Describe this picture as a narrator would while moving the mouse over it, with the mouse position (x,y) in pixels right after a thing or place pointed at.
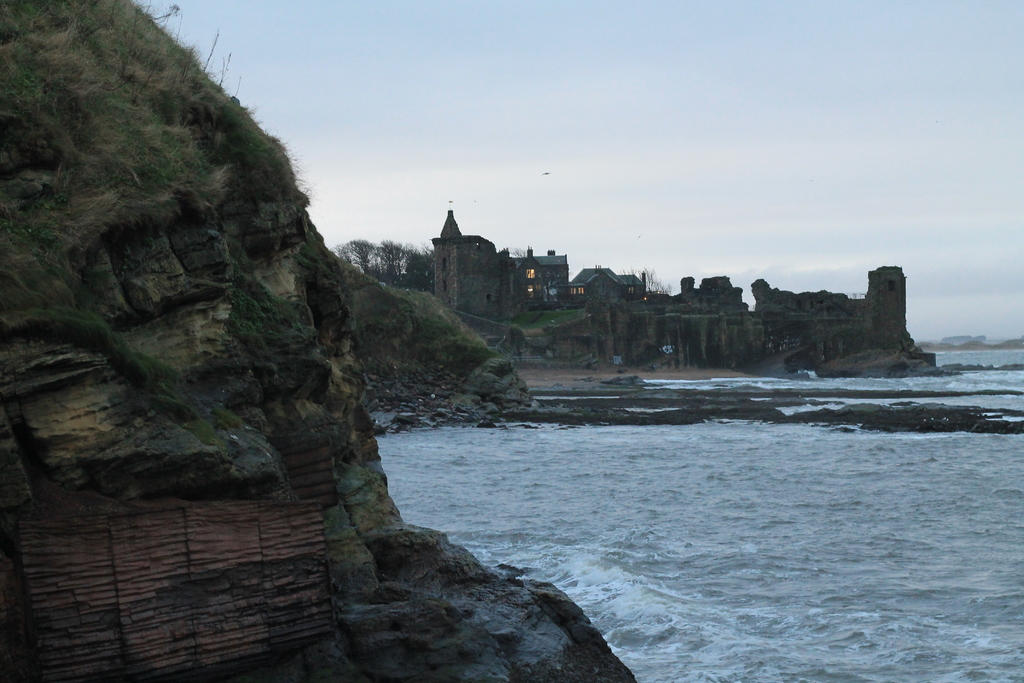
In this picture I can see buildings (477,261) and few trees (403,278) and I can see water (694,579) and a cloudy sky (734,154) on the right side (832,656).
